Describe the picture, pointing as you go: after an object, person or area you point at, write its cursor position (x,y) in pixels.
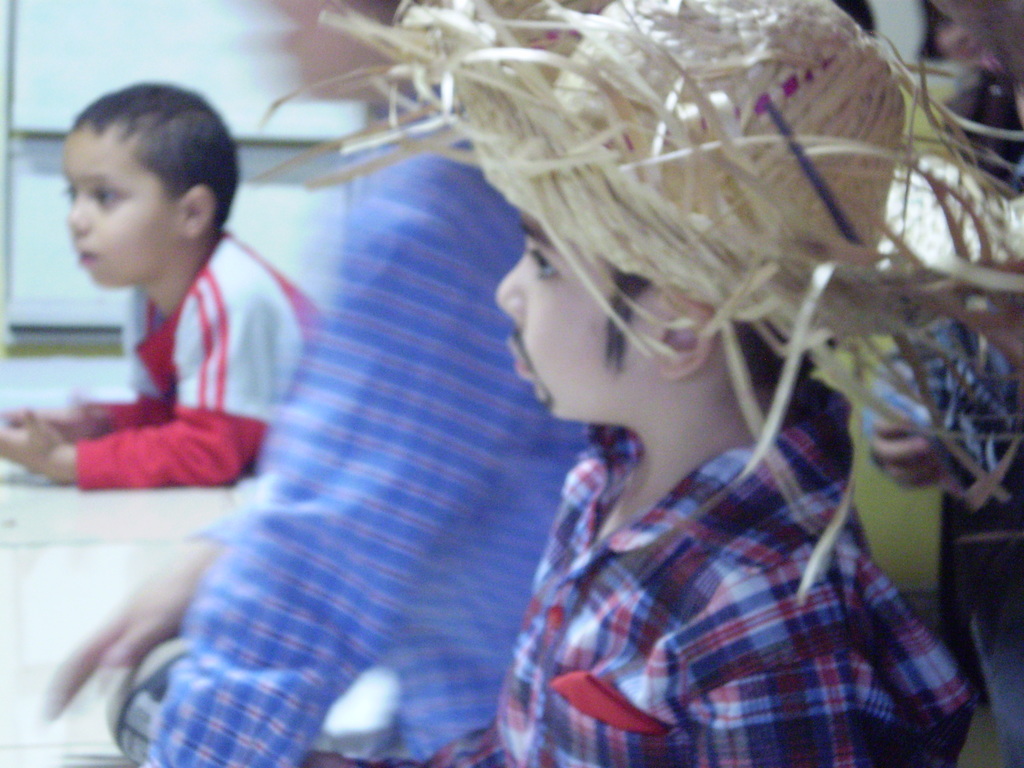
In the given picture, we can see some people (796,394) and white color board (119,50).
